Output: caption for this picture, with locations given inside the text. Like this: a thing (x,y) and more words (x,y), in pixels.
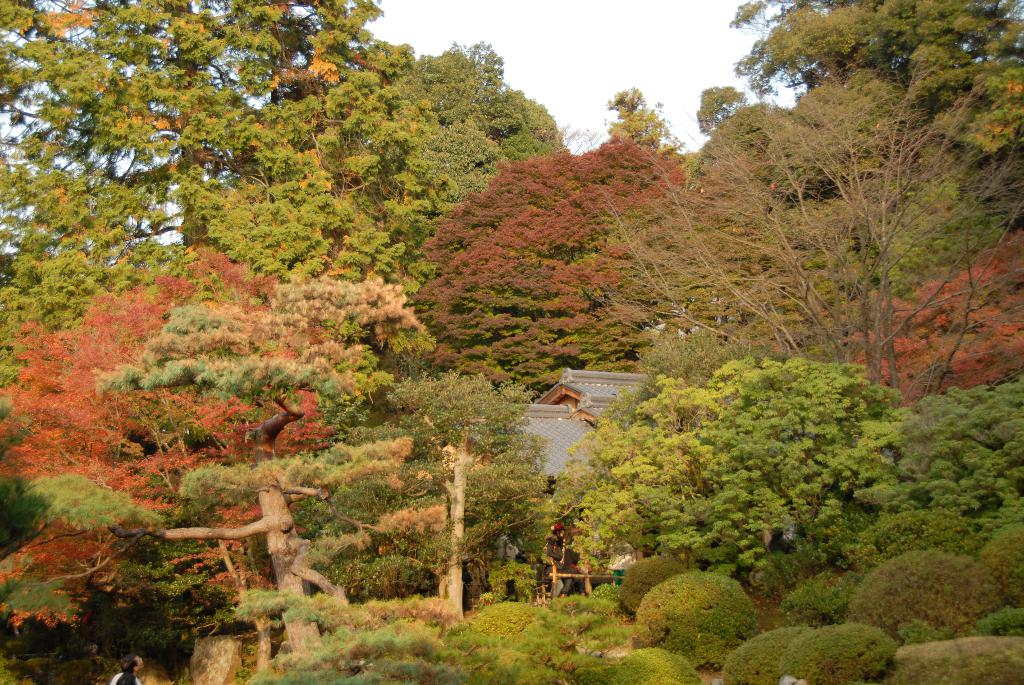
In this image I can see trees (603,462), a house (568,426) and a person (123,674). In the background (560,65) I can see the sky (568,53).
